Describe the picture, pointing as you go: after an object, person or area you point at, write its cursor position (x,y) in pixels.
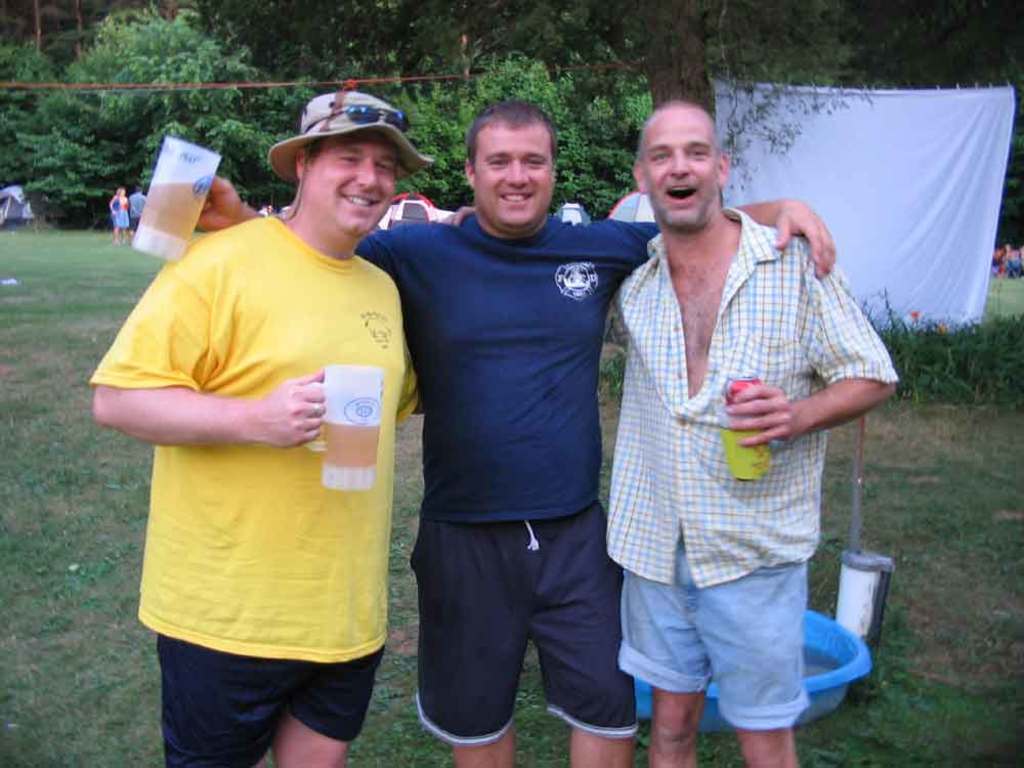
In this image I can see three people (488,478). On the right side (953,215), I can see a white cloth (887,167). In the background (48,112), I can see the trees (480,76).
